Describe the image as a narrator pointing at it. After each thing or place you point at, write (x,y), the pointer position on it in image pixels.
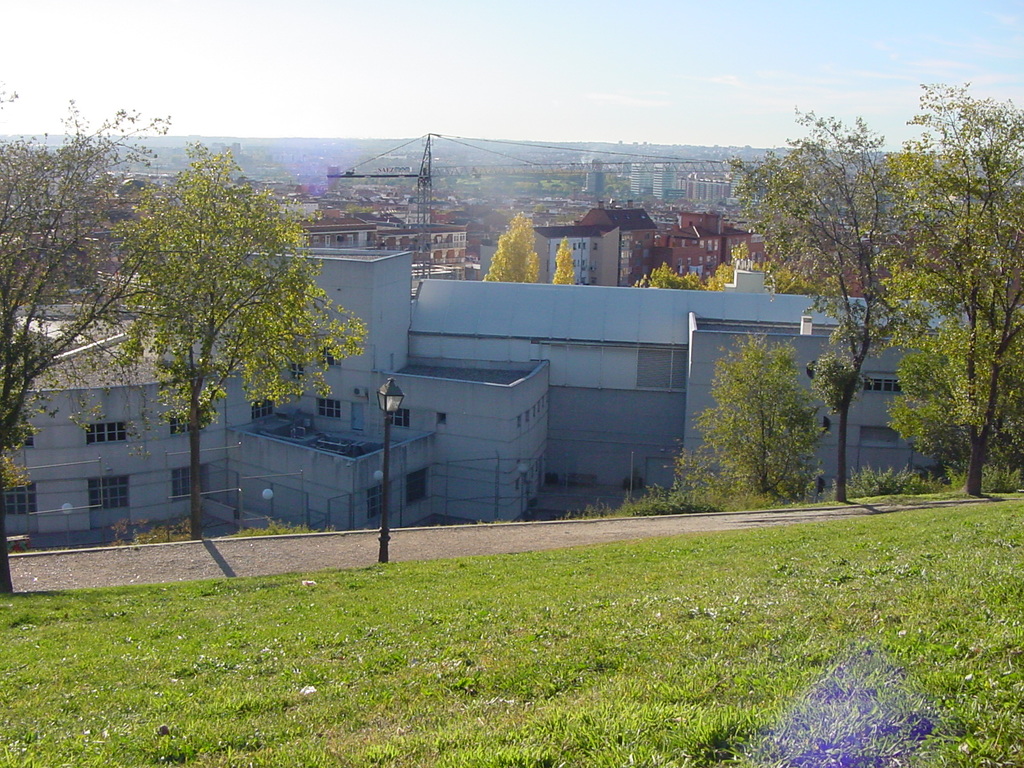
In this image we can see buildings (349,390) and trees (723,463). There are poles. In the center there is a crane (427,272). At the bottom (343,663) we can see grass (419,628). At the top (248,87) there is sky (383,87).
